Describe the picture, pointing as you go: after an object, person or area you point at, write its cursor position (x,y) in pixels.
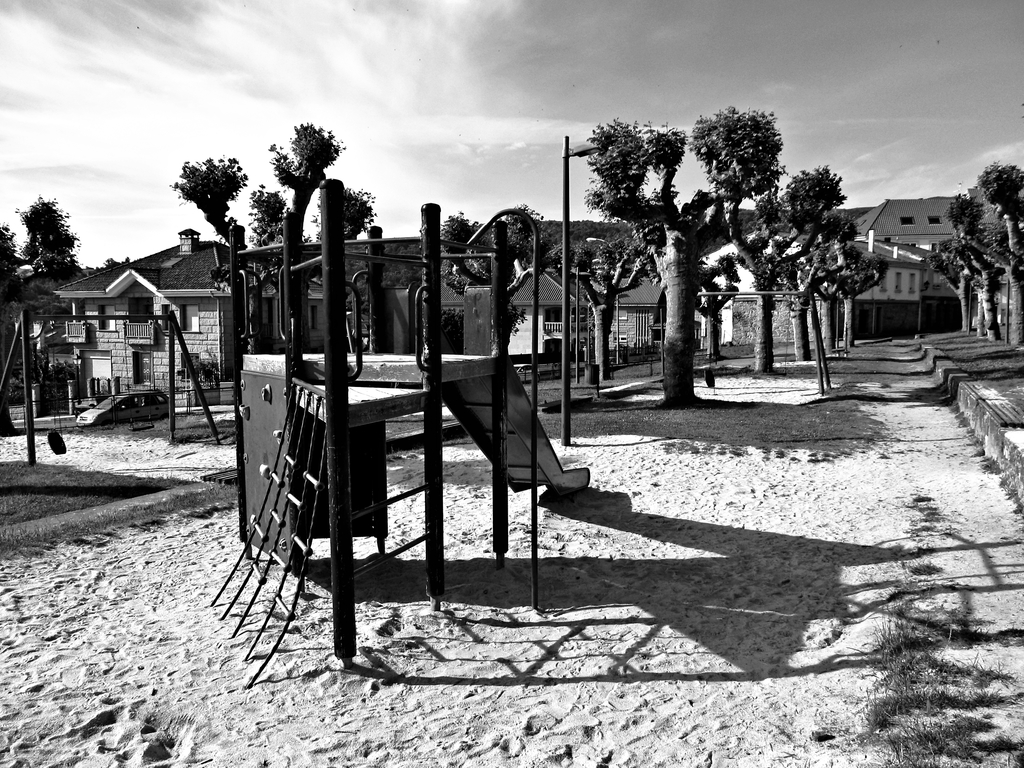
This is a black and white image, in this image in the center (553,317) there are some houses (193,305), trees (990,316) and in the foreground (266,506) there is one slope (470,411). And at the bottom (167,616) there is some sand (419,499) and on the left side (134,406) there is one car (121,395), and at the top of the image (378,111) there is sky (331,118) and also there are some poles (369,264) in the center (435,279).
